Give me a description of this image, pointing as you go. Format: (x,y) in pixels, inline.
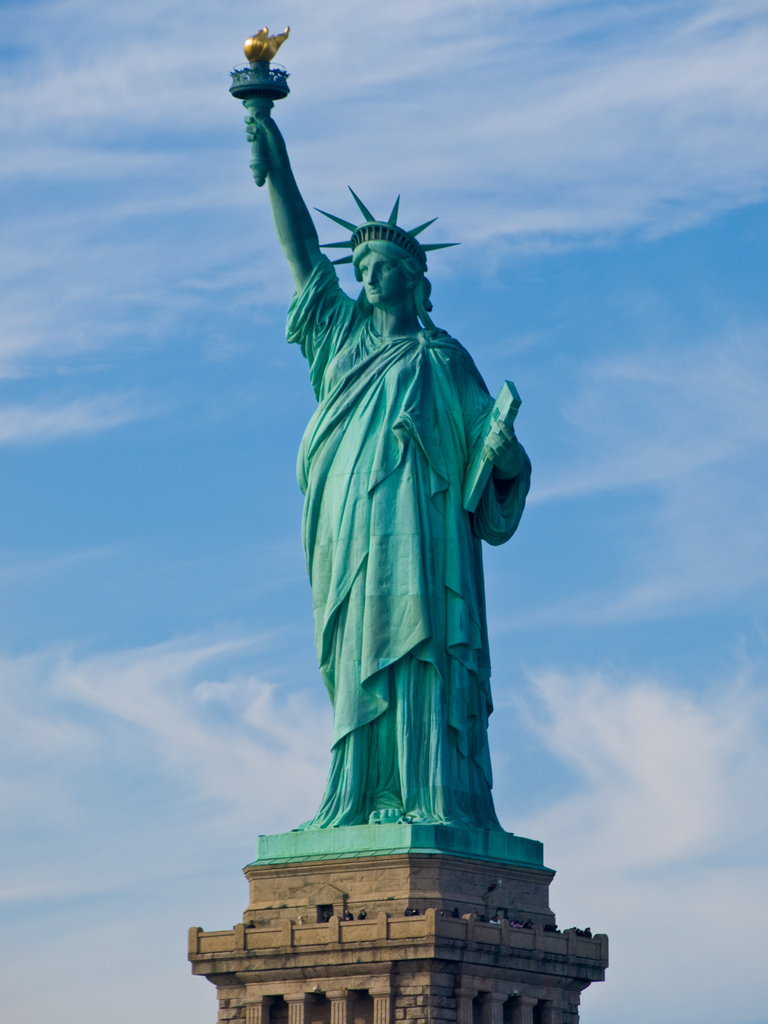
In this image in the center (374,594) there is a statue (359,603) and at the bottom (384,921) there is wall like thing (416,932), and in the background (512,180) there is sky (571,828).
